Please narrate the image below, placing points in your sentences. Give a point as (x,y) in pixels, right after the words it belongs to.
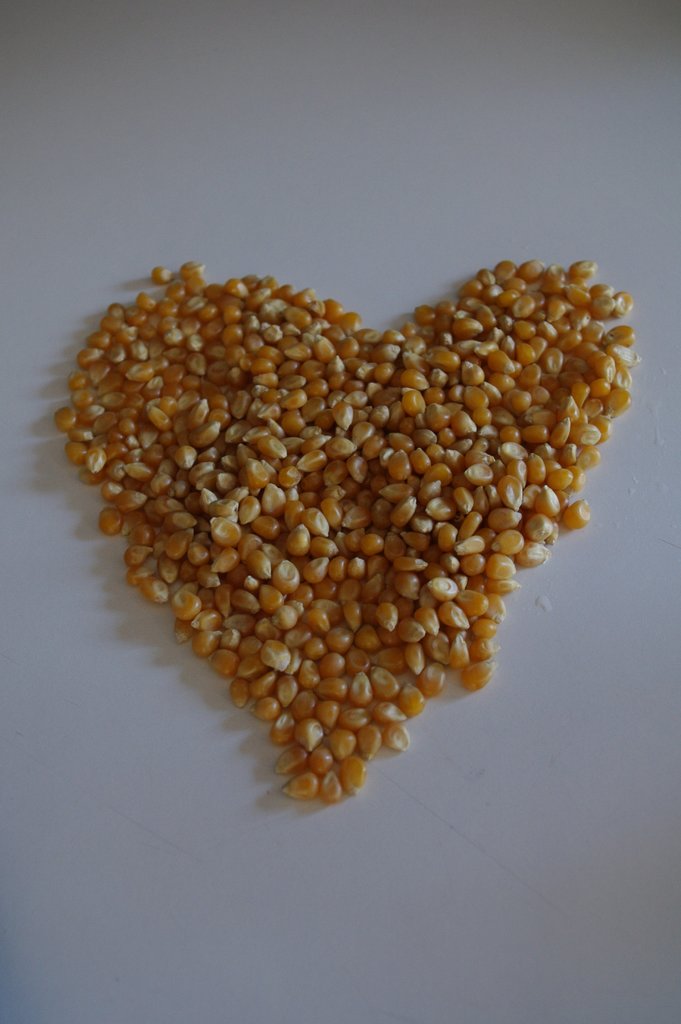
In this picture I can see maize grains (313,685) on the white color background (232,727).
